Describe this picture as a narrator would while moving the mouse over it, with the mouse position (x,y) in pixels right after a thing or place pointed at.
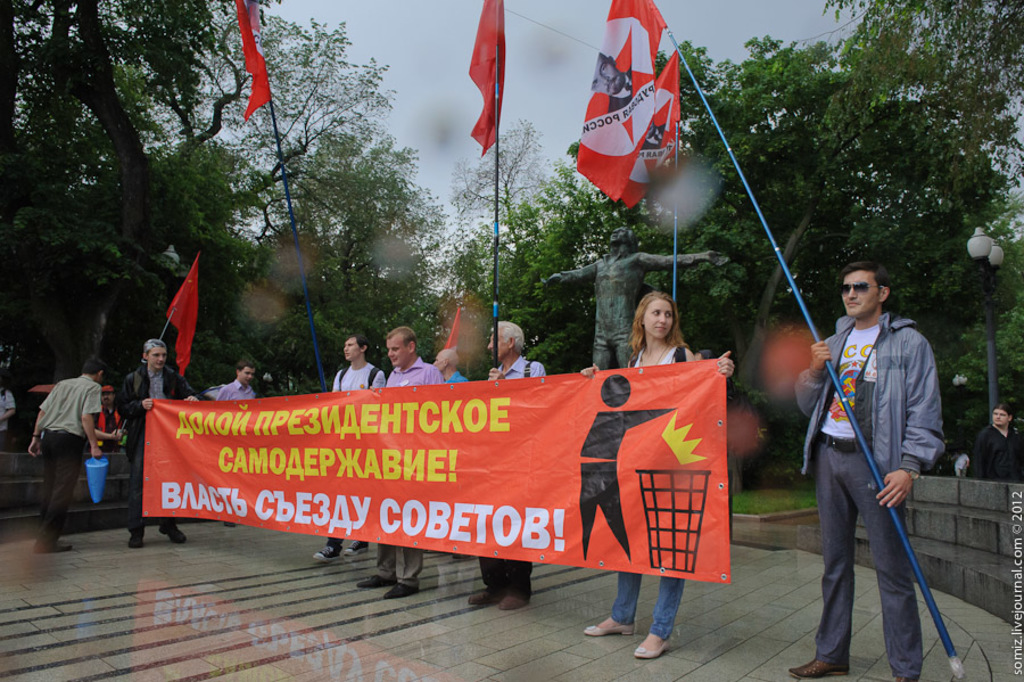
There are people (815,433) holding a poster (594,403) and flags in the foreground area of the image (638,436), there are stairs (7,488), people (68,451), pole (985,244), statue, trees (712,154) and the sky (397,127) in the background (243,274).
